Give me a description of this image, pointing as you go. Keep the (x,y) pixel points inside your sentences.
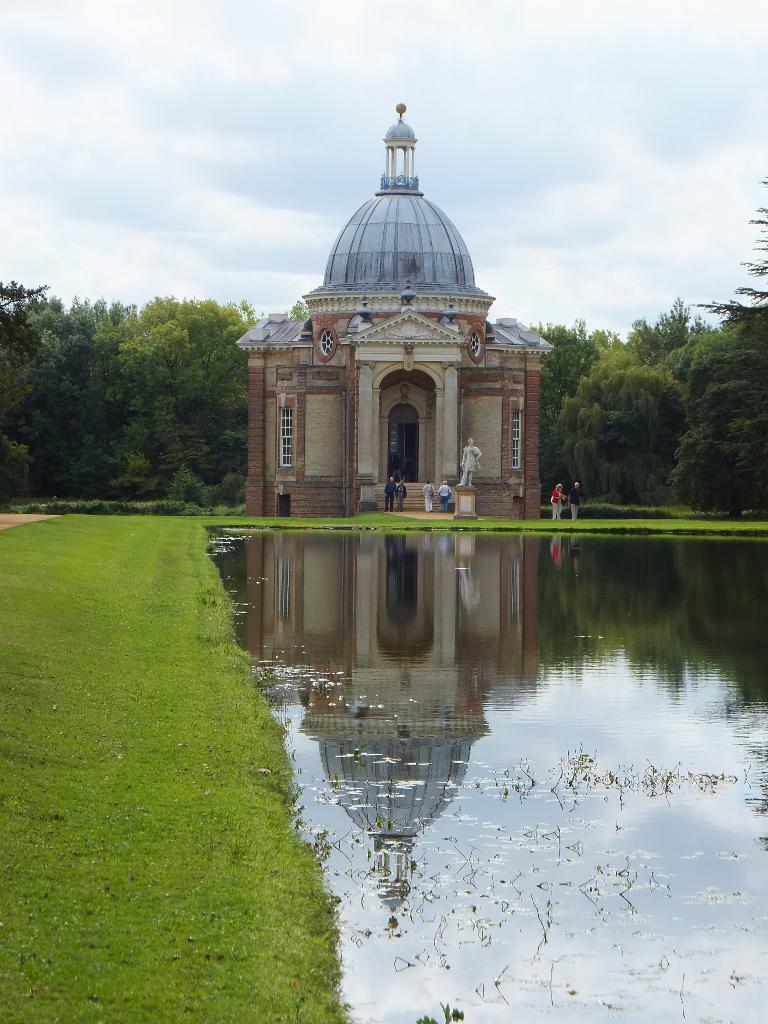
In this picture there is a house (388,329) with dome roof (465,247). In the front (231,554) there is a small water pond (319,745) and a grass lawn (111,852) on the left side (117,602). In the background (719,442) there are some trees (70,345).
